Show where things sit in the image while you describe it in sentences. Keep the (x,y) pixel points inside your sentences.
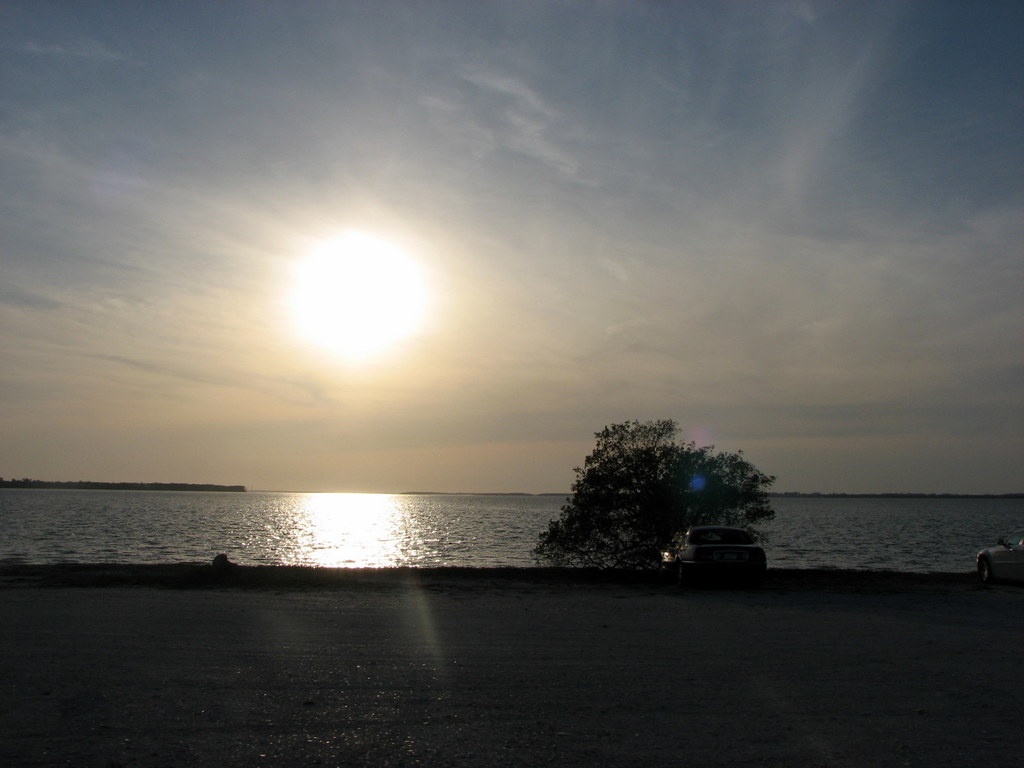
In this image, at the right side (1003,576) there are two cars (751,545) and there is a green color plant (638,512), there is a sea (293,504) and we can see water (460,498), at the top (535,148) there is a sky (529,164).
